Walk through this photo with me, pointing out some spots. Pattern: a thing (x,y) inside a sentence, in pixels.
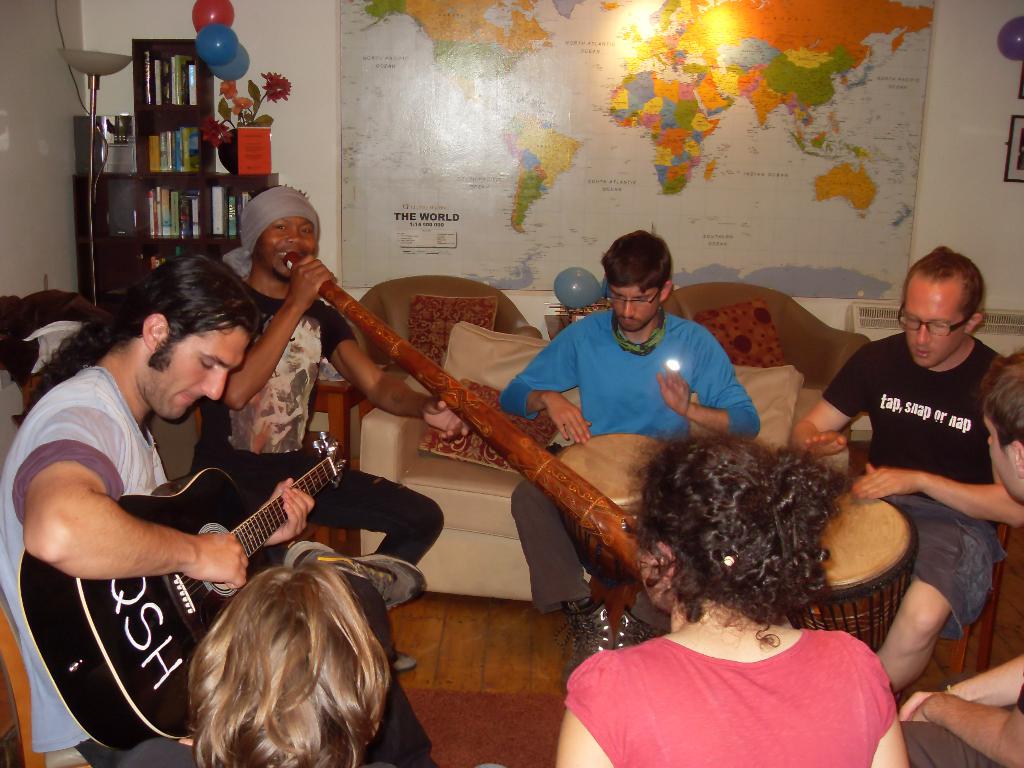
Here are few people (347,473) sitting. There are four people (550,414) playing musical instruments (342,471). This is a couch (482,467) with cushions (510,342) on it. This is a map (682,118) attached to the wall (932,178). I can see a small flower vase (236,116). These are the books (163,226) placed inside the rack (164,115). I think this is the lamp (112,63) with the stand (93,87). I think these are the balloons (230,52).
